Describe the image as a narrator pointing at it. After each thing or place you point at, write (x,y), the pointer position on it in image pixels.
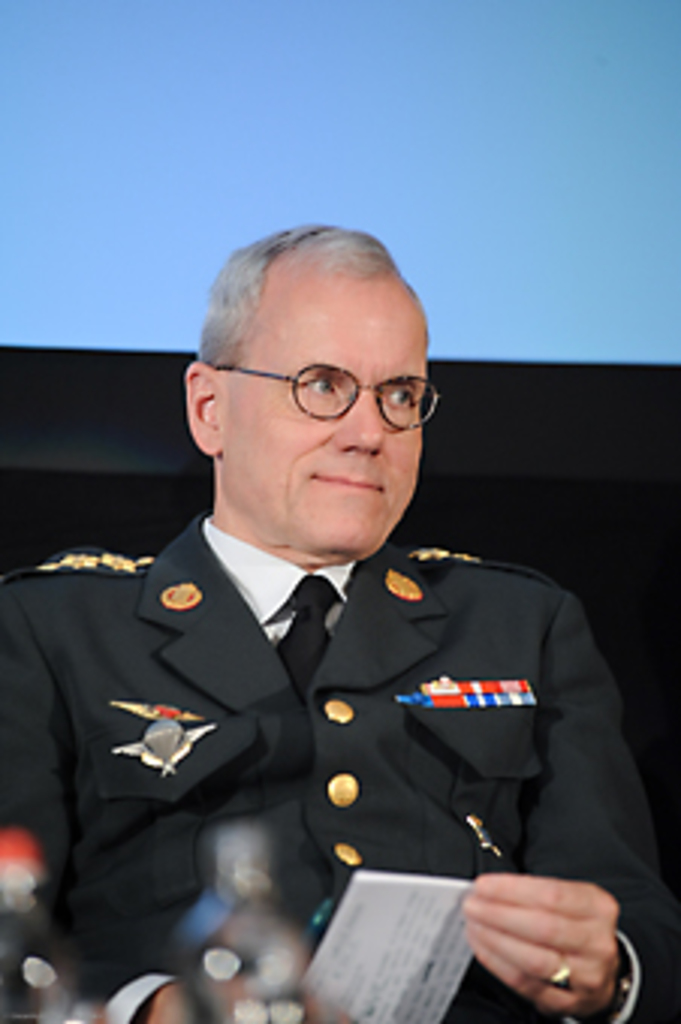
In this image I can see a person (318,589) wearing a green color jacket (343,699) and holding a paper (349,908) and wearing a spectacles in the background (224,223) I can see blue color.
